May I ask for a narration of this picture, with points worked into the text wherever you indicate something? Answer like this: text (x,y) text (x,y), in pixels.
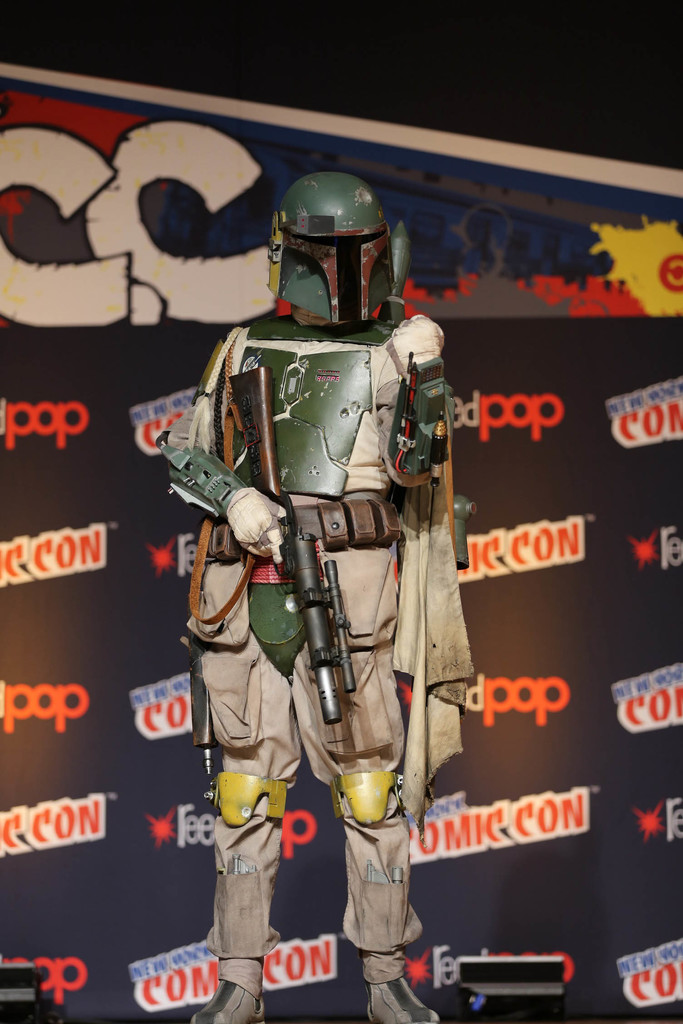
In this image I can see person (233,806) holding gun (340,604) and the person (260,548) is wearing beige color costume (326,555) and the gun (311,601) is in black color. Background (52,514) I can see wall (252,188) in black, white and red color.
